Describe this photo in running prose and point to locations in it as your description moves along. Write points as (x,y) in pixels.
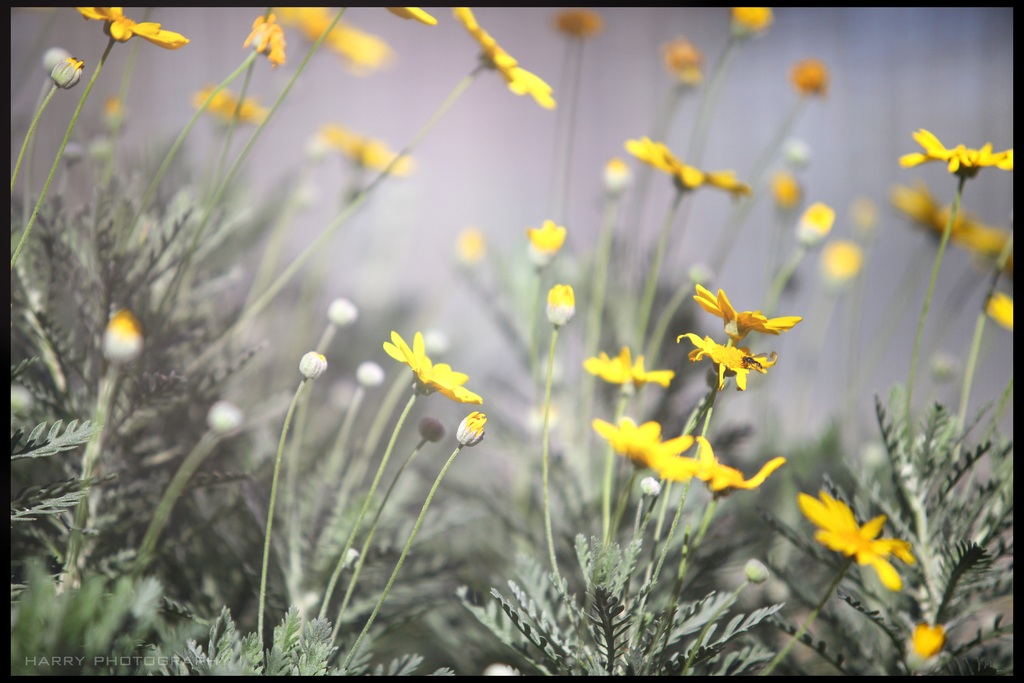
In this picture we can see yellow color flowers (834,506) here, at the bottom (553,617) there are some leaves (246,444).
